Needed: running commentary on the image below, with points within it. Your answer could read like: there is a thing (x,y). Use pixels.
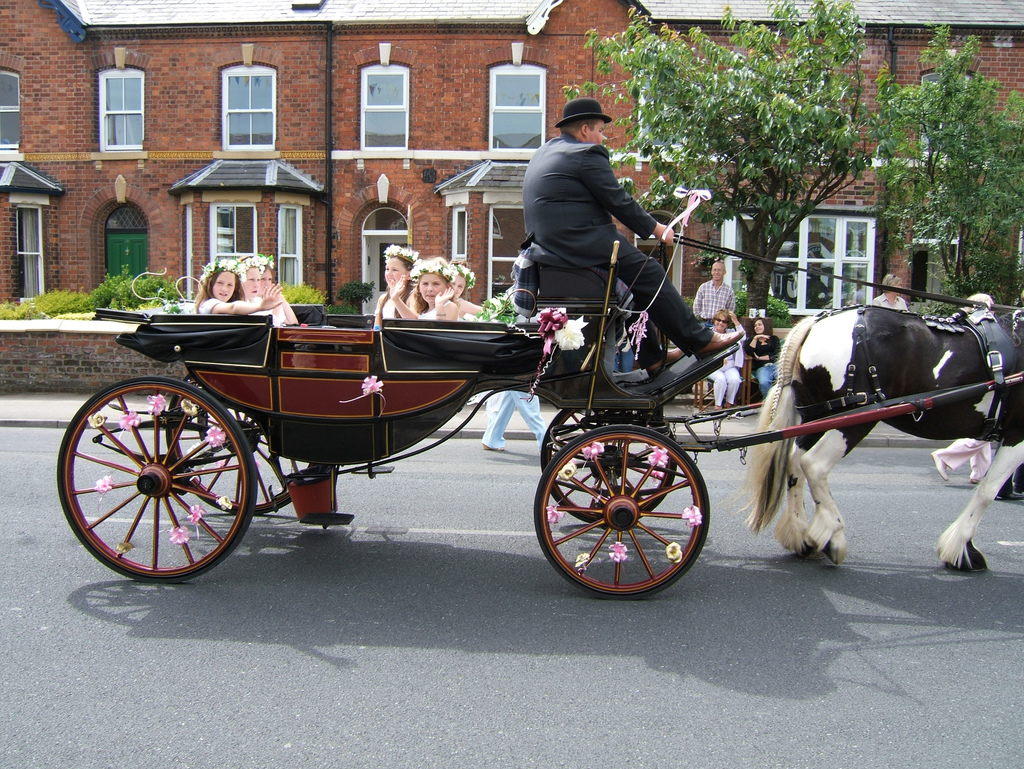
In this image there is a man (558,262) sitting and riding horse cart (674,392) in the back ground (422,134) there is building (444,117), tree (834,104), plants (171,283).
